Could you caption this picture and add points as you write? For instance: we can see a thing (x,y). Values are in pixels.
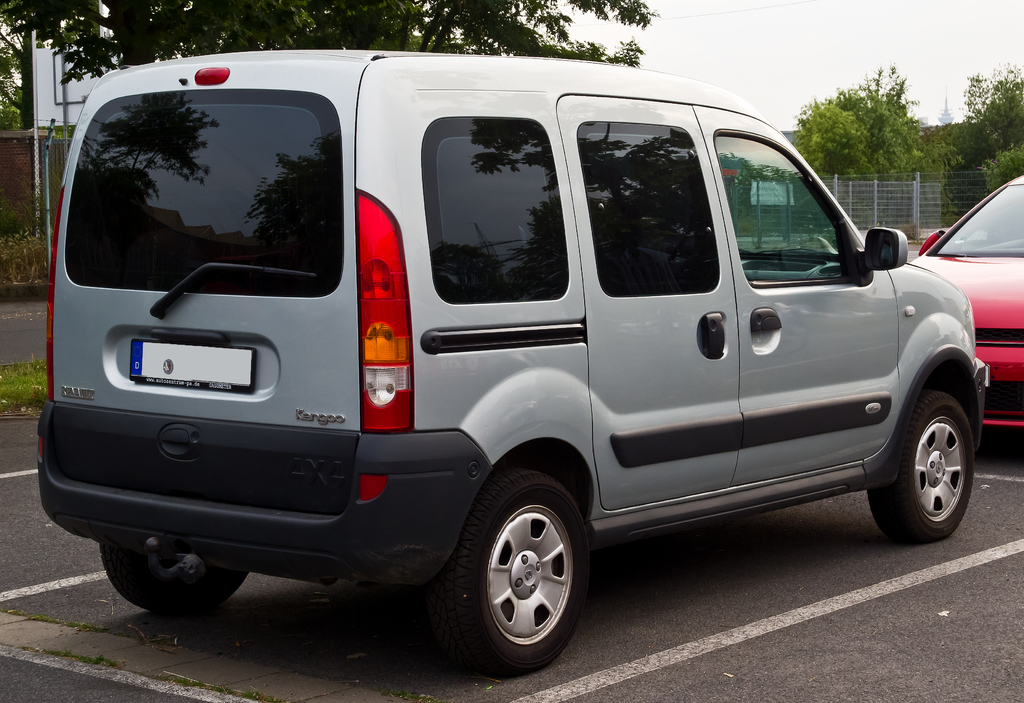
This is an outside view. Here I can see two cars (737,278) on the road (818,605). In the background (510,43) there are some trees (469,30) and net fencing (877,196). On the left side (42,148) there are few poles (65,116) beside the road (18,307) and also I can see a wall (15,141). At the top of the image (791,21) I can see the sky (791,21).
